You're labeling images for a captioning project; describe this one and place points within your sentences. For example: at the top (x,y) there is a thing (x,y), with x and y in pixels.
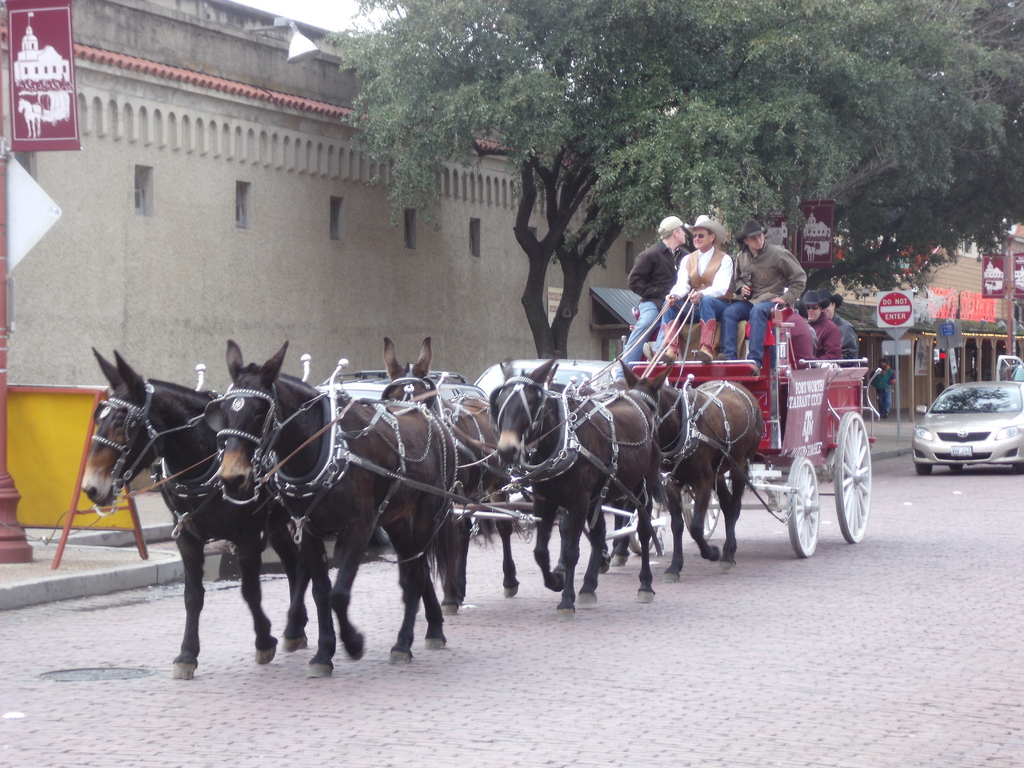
At the bottom of the image (404,520) on the road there is a horse cart (707,373) with many horses (706,401). And there are few men (709,231) sitting on the cart (778,327) with hats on their heads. Behind the cart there is a car (983,427) on the road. Beside the car (936,404) there is a footpath (19,591) with trees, boards (74,458) and poles (949,349) with sign boards (50,37). And in the background (506,247) there is a building (970,258) with walls (452,211) and windows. And also there are stores (939,371) with glass doors (967,344) and name boards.
